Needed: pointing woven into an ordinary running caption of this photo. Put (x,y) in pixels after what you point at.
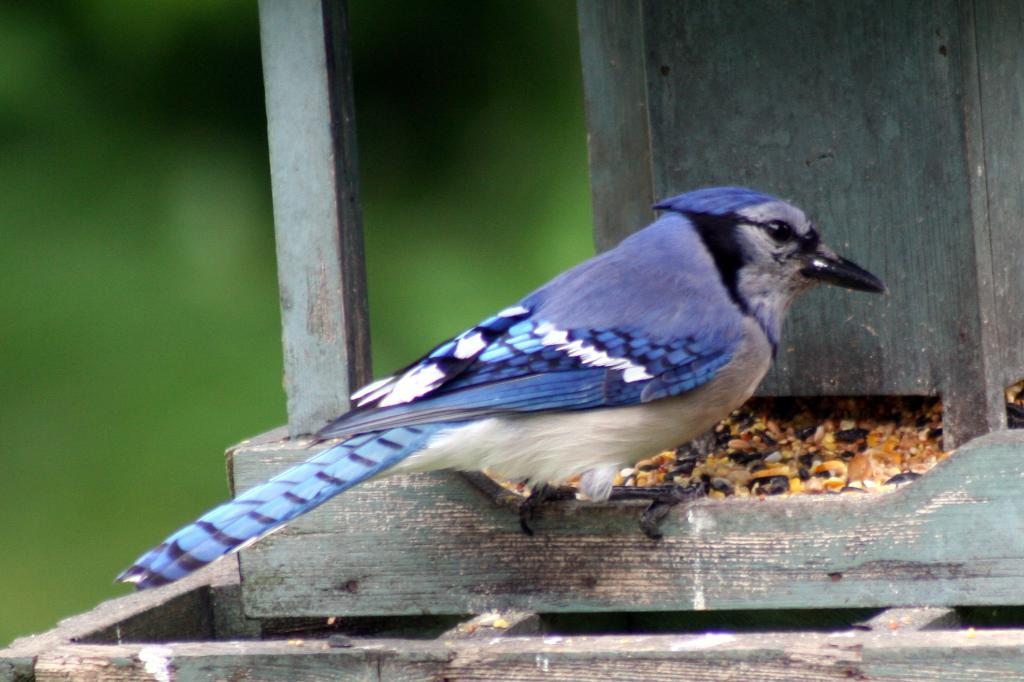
In the center of the image (375,454) we can see a bird (727,359) and seeds (673,454). In the background of the image (1020,118) we can see the wood (943,536). On the left side (103,297), the image is blurred.
